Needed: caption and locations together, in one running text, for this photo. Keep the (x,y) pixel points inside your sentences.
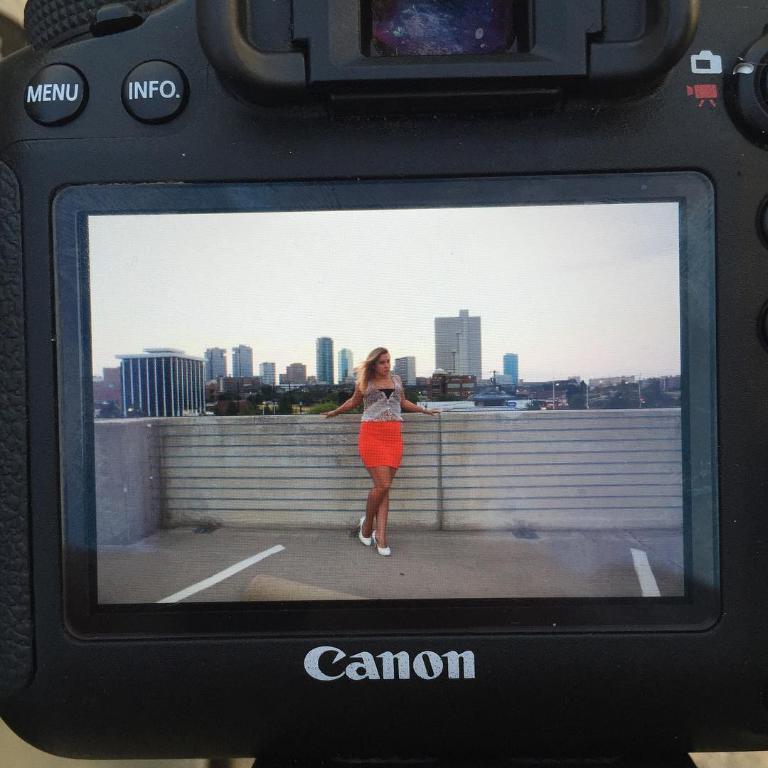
In this picture there is a camera (452,158) in the foreground (474,105) and there is text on the camera (592,688). At the top (67,79) there are buttons (30,112) on the camera (655,9). On the screen (419,229), there is a woman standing at the wall (447,507) and there are buildings (183,396) and trees (630,389) and poles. At the top (427,248) there is sky (375,277). At the bottom (386,581) there is a floor (403,569).
